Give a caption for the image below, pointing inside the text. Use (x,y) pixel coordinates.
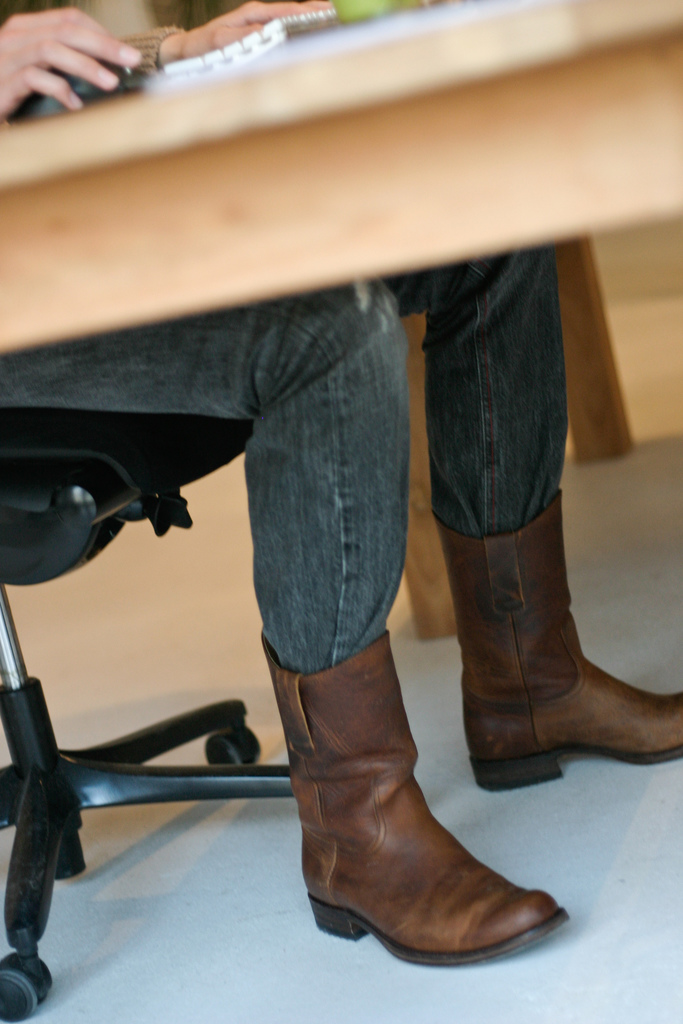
In this image we can see a person (326,424) sitting on this chair (84,461). This is a wooden table (129,230).
